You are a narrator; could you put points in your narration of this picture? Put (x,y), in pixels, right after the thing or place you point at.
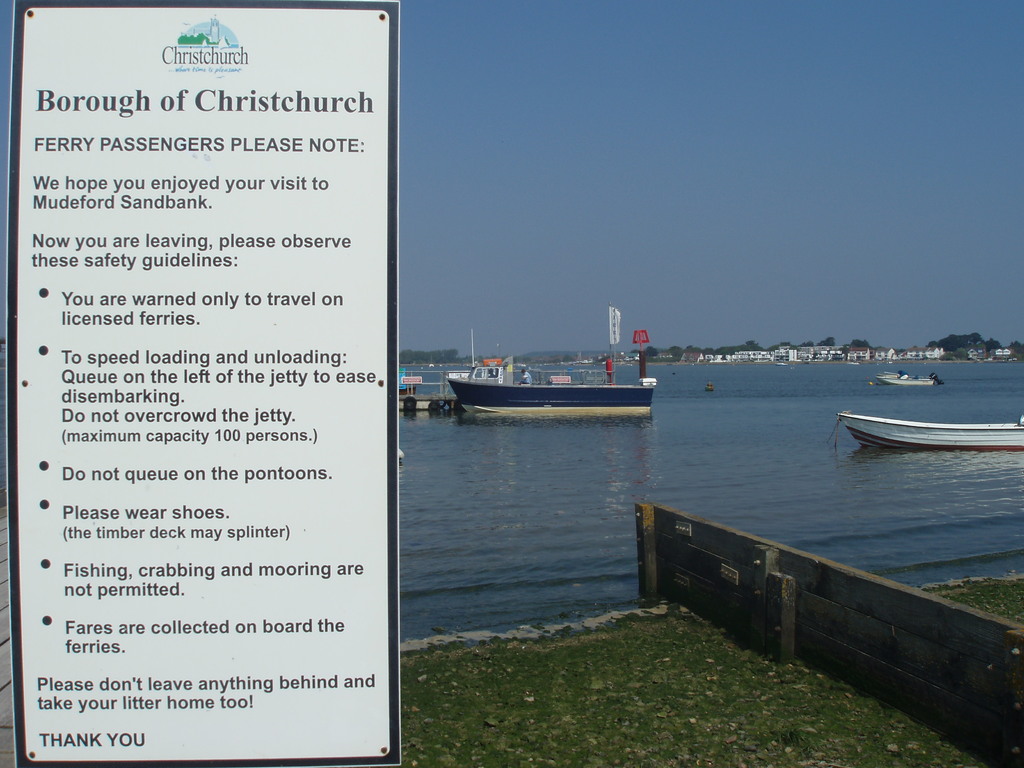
On the left side (128,412) there is a board (128,412) with something written. There is water (436,507). There are boats (569,387) in the water (703,392). On the right side (903,643) there is a wooden wall (788,608). In the background (684,176) there is sky (866,207).
